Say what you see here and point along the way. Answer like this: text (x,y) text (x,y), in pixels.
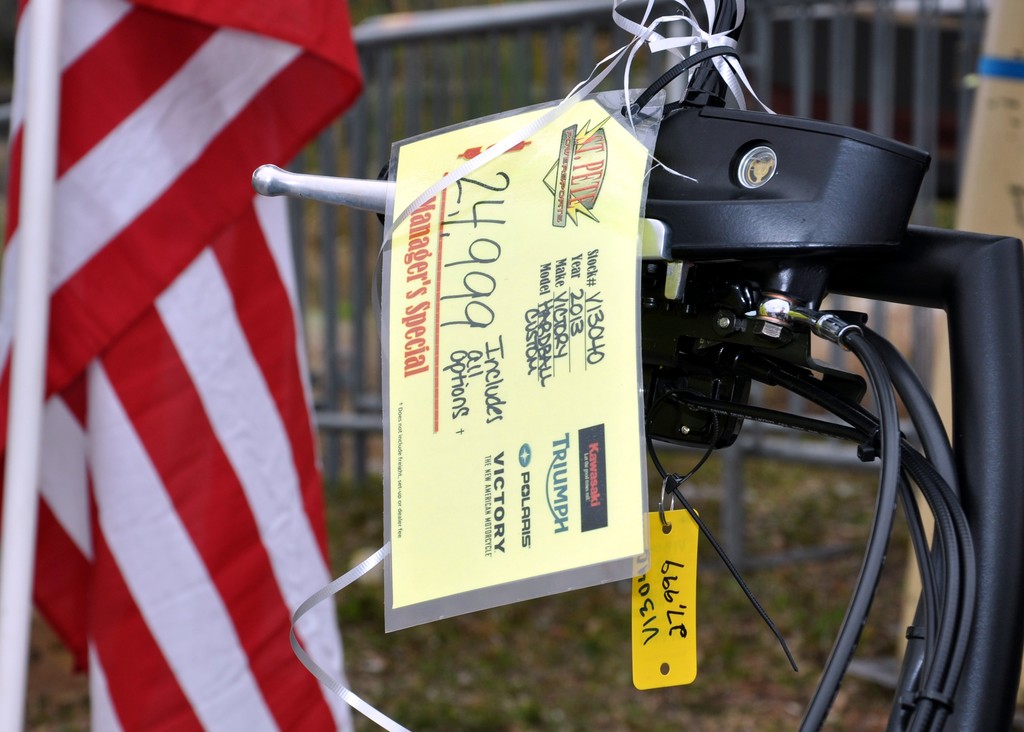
In the picture I can see a flag (233,486), wires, machine (776,214) and some objects (593,412) which has something written on them. The background of the image (599,599) is blurred.
